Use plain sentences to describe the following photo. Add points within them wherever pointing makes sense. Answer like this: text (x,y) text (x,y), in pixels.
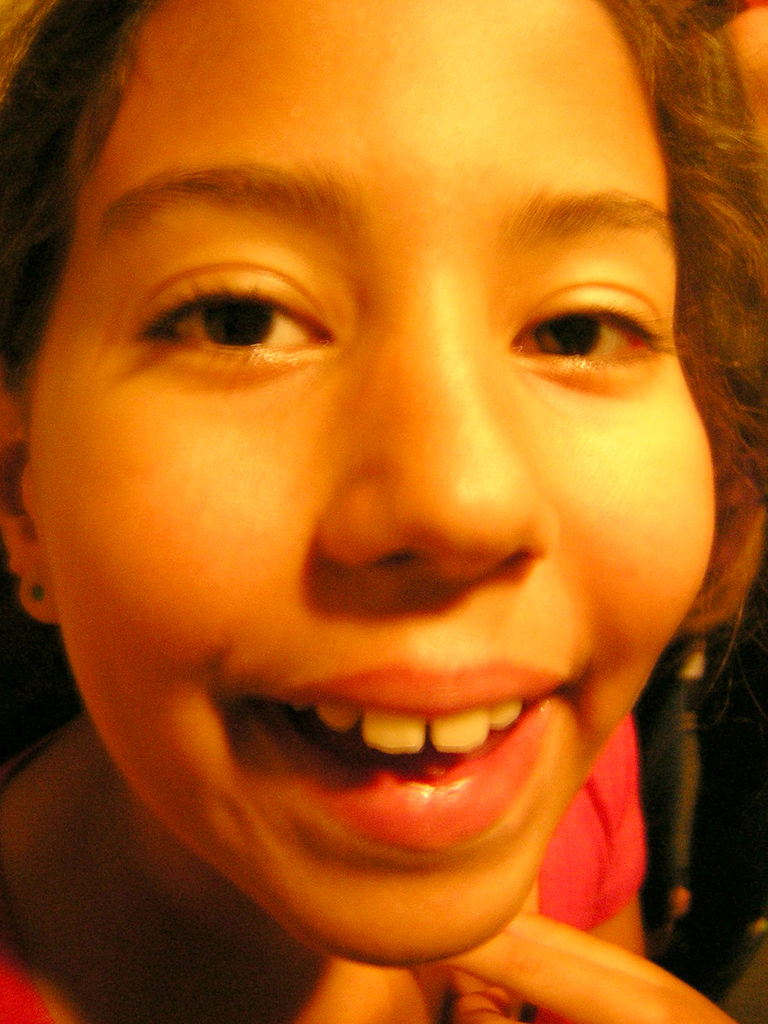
There is a zoom-in picture of a face (333,202) of girl (704,450) as we can see in the middle of this image (338,430).
